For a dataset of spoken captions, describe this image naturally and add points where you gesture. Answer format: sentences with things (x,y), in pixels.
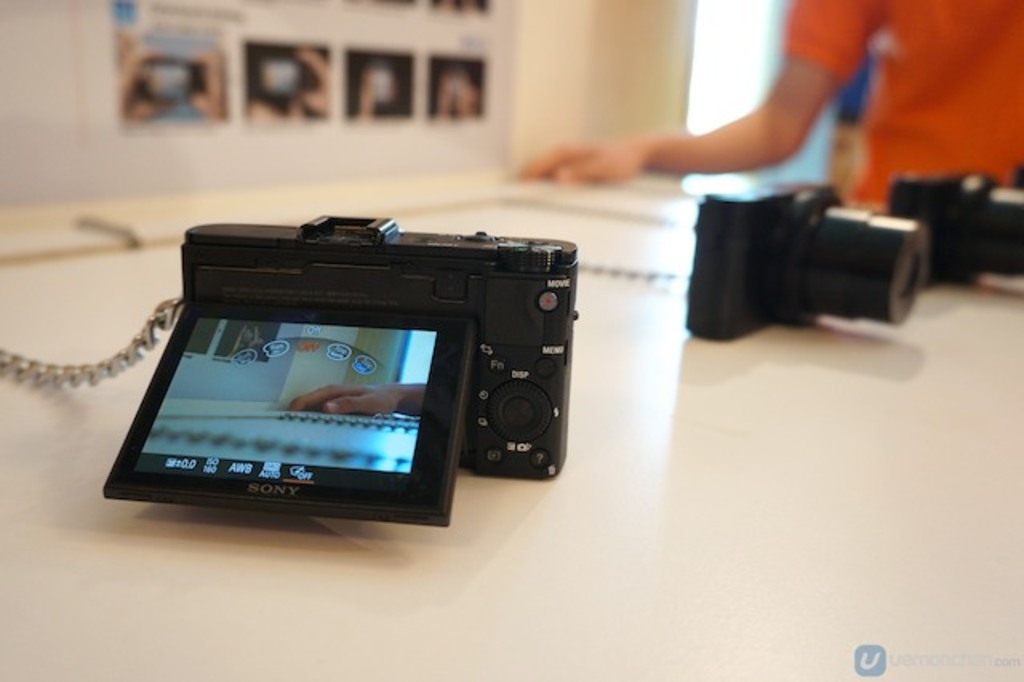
This picture might be taken inside the room (518,142). In this image, on the right side (930,52), we can see a person (989,17) in front of the table (763,551). On that table (754,540), we can see few cameras (963,271). In the background (251,63), we can see some photo frames (265,66) on the wall (547,19).
